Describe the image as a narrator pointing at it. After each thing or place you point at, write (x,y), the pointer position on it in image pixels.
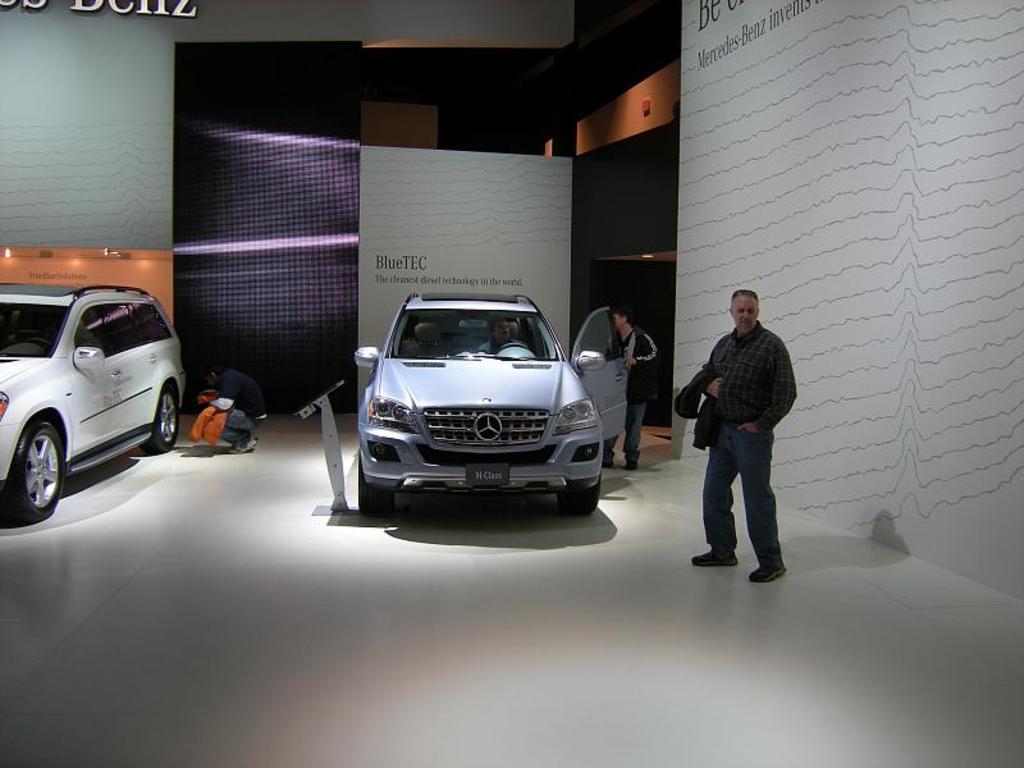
In this picture we can see a car (467,307) on the floor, and a person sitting in it, and here a person (739,362) is standing, and here is the wall (822,167), and here is the light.
